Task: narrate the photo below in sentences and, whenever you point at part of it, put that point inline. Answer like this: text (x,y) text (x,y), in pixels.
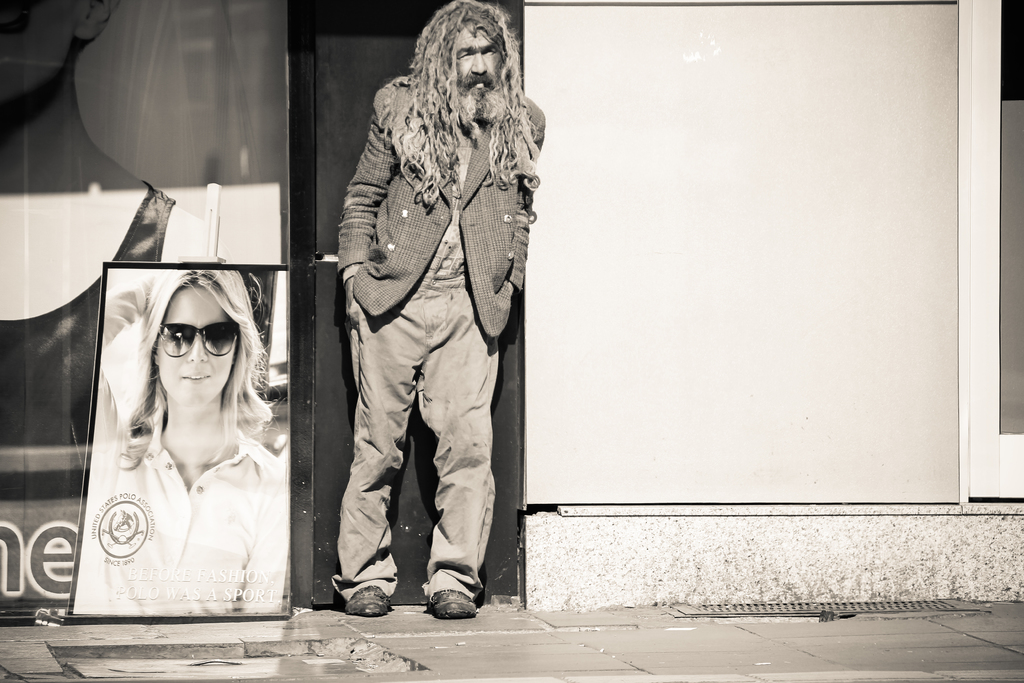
In this picture we can observe a man (402,345) standing near the black color door (362,17), wearing a coat (415,211). Beside him there is a photo frame (165,511) of a woman (172,440) wearing spectacles (186,345). In the background (638,280) we can observe white color wall (648,340).
